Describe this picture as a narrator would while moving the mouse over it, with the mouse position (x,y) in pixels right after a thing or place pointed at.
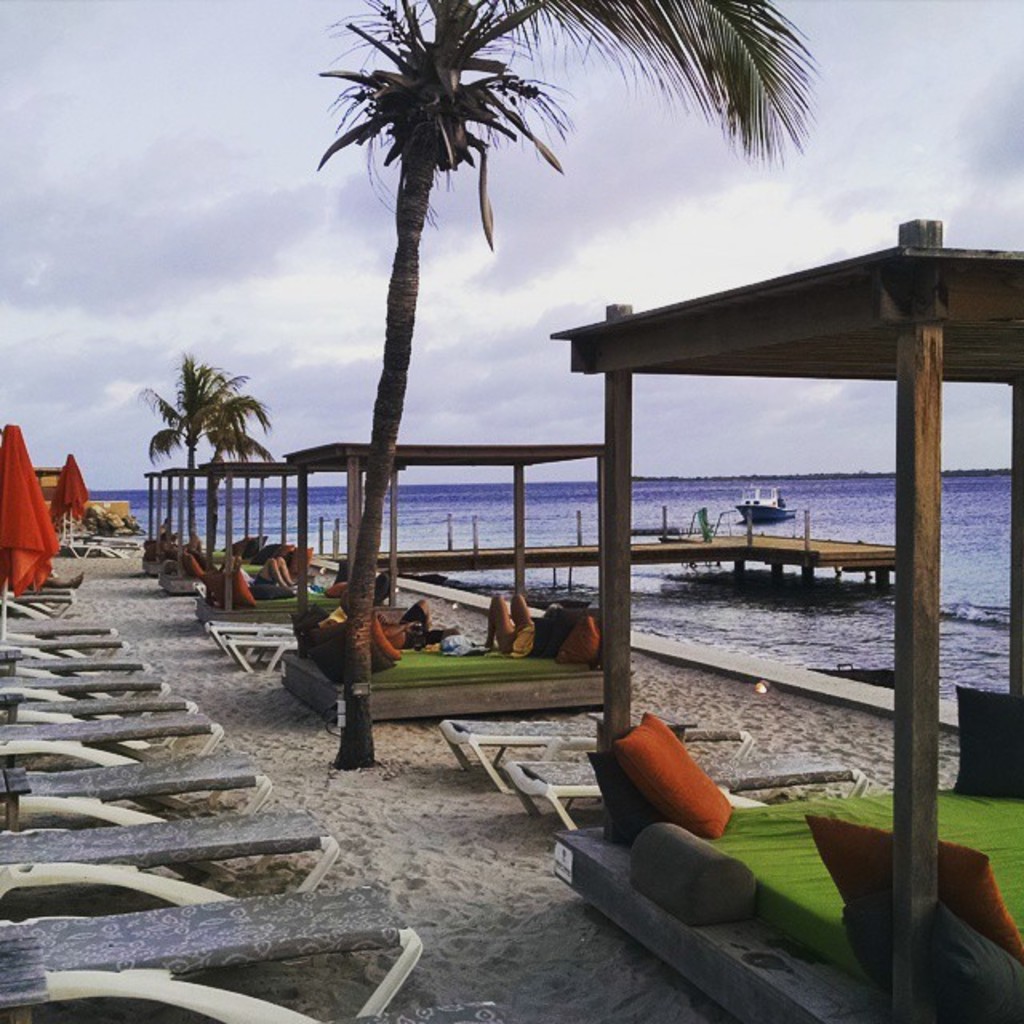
This is the picture of a sea shore (569,555). In this image there are chairs (71,977), beds (791,967), trees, umbrellas (11,560) on the sand (559,1015). At the back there is a boat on the water (844,579). At the top (336,231) there is sky (380,231) and there are clouds (80,10). There are group of people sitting on the bed (522,679). At the bottom (472,843) there is water (869,655) and sand (512,978).
